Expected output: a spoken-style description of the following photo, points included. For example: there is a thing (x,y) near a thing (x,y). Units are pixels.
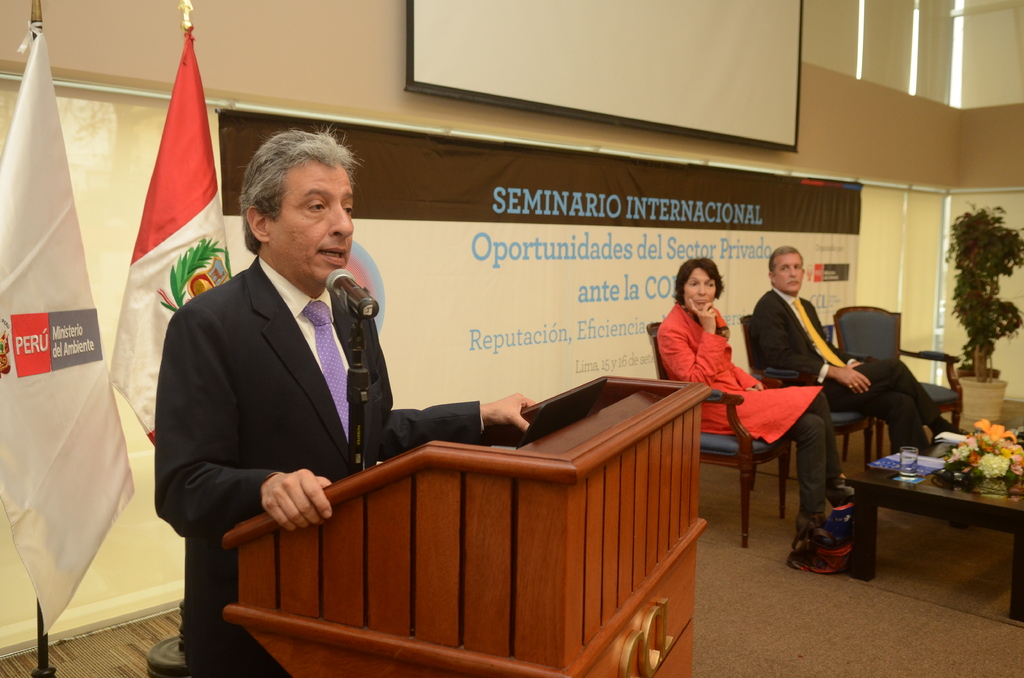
In this image, we can see a man (254,348) standing and wearing a coat (286,352) and a tie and there is a mic (352,354) and a podium (459,501). In the background (192,179), there are flags (192,179) and we can see a banner (244,129), screen (532,85), flower pots (972,360) and some flower bouquets (963,453) and a glass (912,464) with water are on the table (932,480) and we can see some people (777,329) sitting on the chairs (795,377). At the top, there are lights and at the bottom (696,627), there is a floor (696,635).
